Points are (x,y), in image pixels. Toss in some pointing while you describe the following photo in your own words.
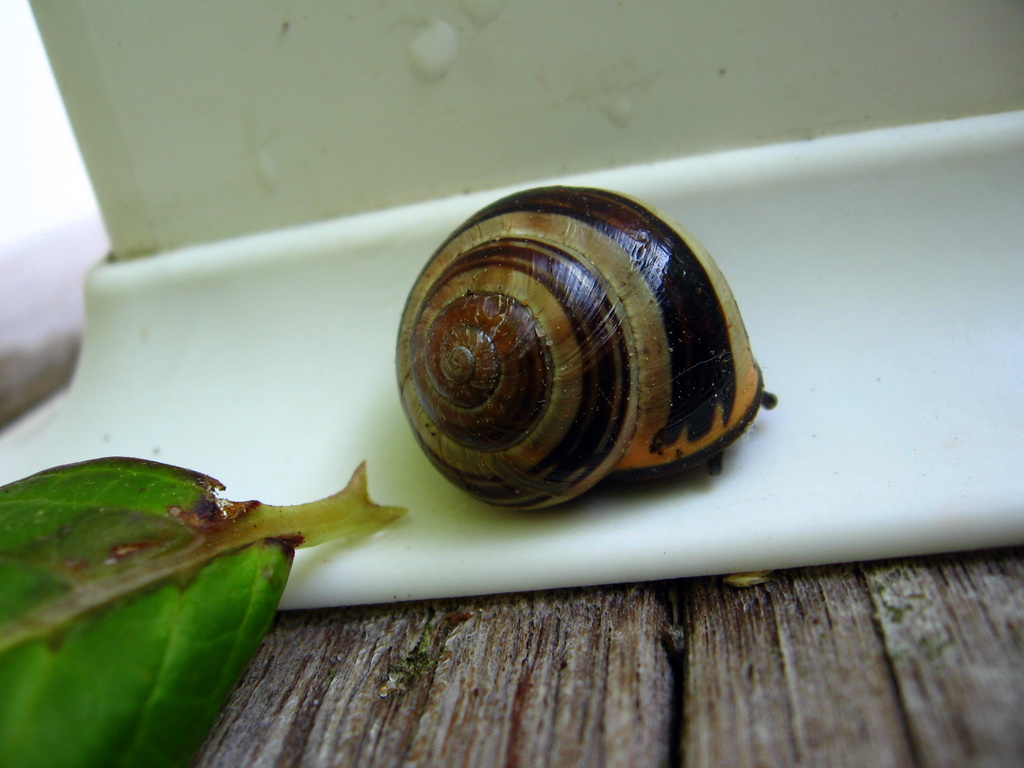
In this image there is a table (433,709), on that table (321,746) there is a snail (477,379) and a leaf (157,616).
